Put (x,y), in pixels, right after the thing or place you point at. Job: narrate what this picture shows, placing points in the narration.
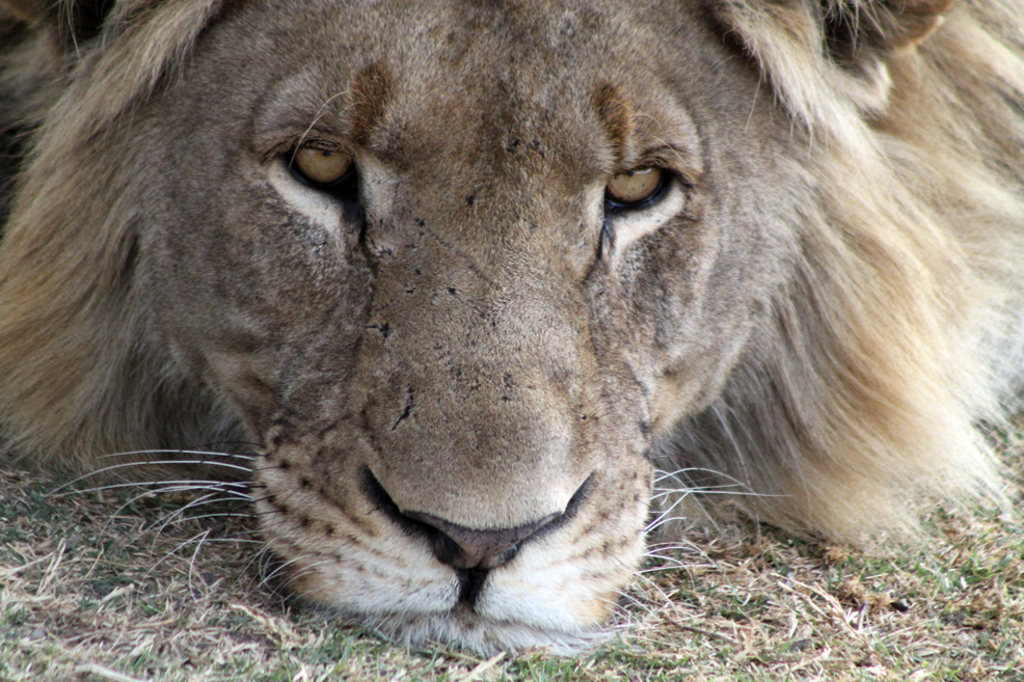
In this image there is a lion (504,93) lying on the grassland (806,609).
